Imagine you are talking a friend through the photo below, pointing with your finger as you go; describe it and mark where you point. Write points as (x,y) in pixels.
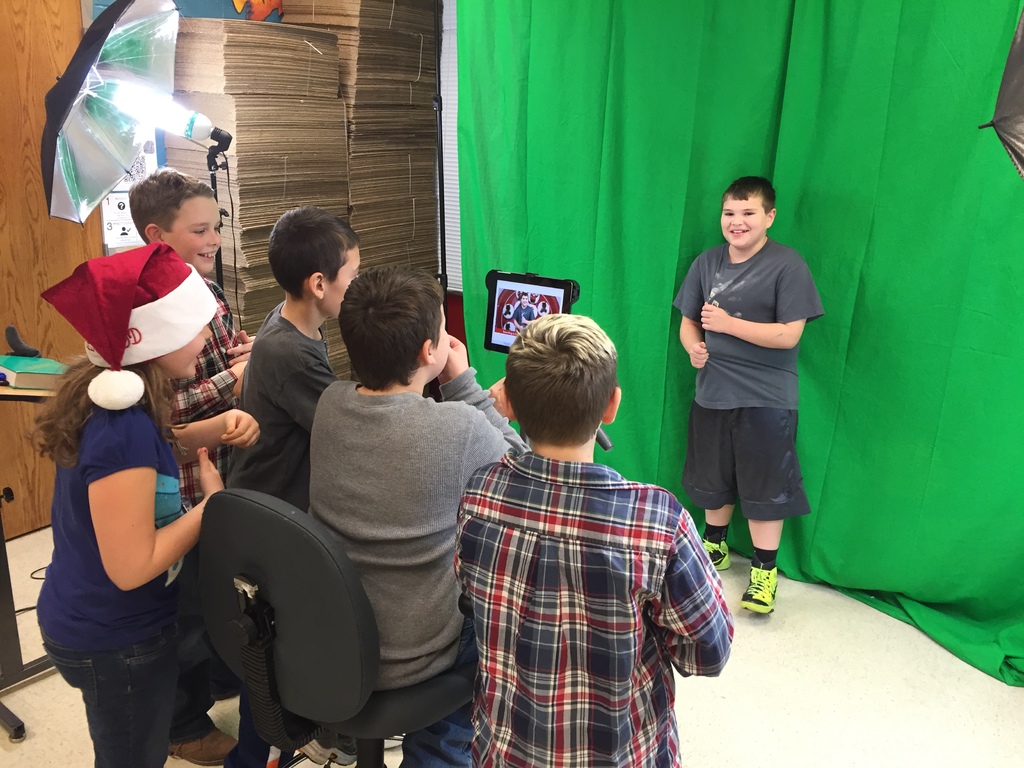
In this picture, we can see a few people (508,381), and a person (747,333) is photographed, we can see the ground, and some objects (521,319) on the ground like chair (390,710), pole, screen (509,310), umbrella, lights (161,109), and we can see the wall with some objects (281,136), and we can see green color cloth (697,211) attached to the wall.
